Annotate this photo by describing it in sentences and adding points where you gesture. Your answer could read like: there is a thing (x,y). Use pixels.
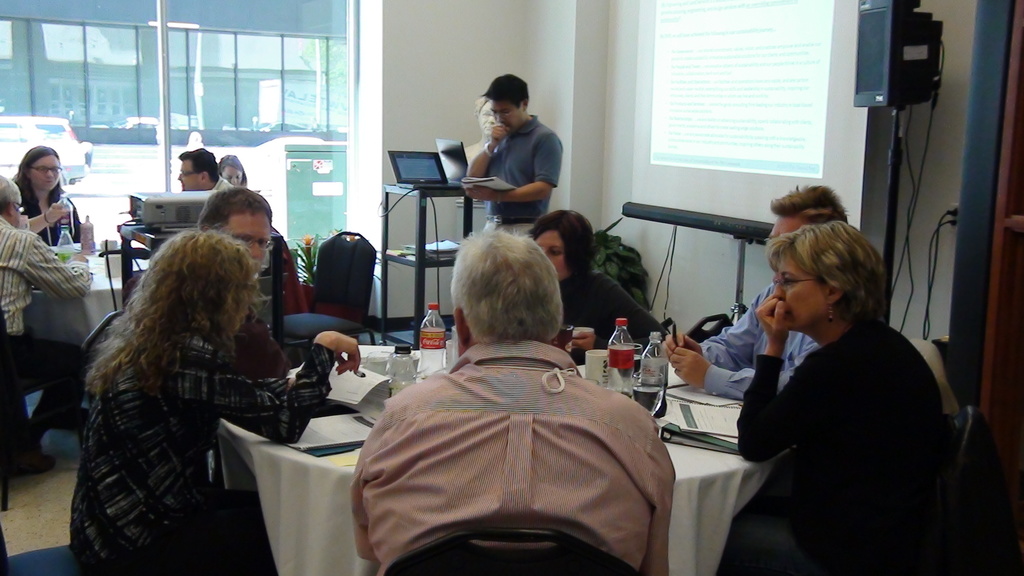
In the picture I can see a few persons (126,362) sitting on the chairs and they are discussing. I can see the tables (97,246) on the floor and they are covered with white cloth (327,472). I can see the books (344,441) and water bottles (400,363) are kept on the table (328,486). I can see the screen (795,70) and a speaker (915,38) on the top right side (924,84). There is a man (516,164) standing on the floor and he is holding a book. I can see a laptop (460,179) on the metal table (402,190). I can see the glass window (227,99) on the top left side (243,32). There is a vehicle (37,128) on the top left side (36,119).
